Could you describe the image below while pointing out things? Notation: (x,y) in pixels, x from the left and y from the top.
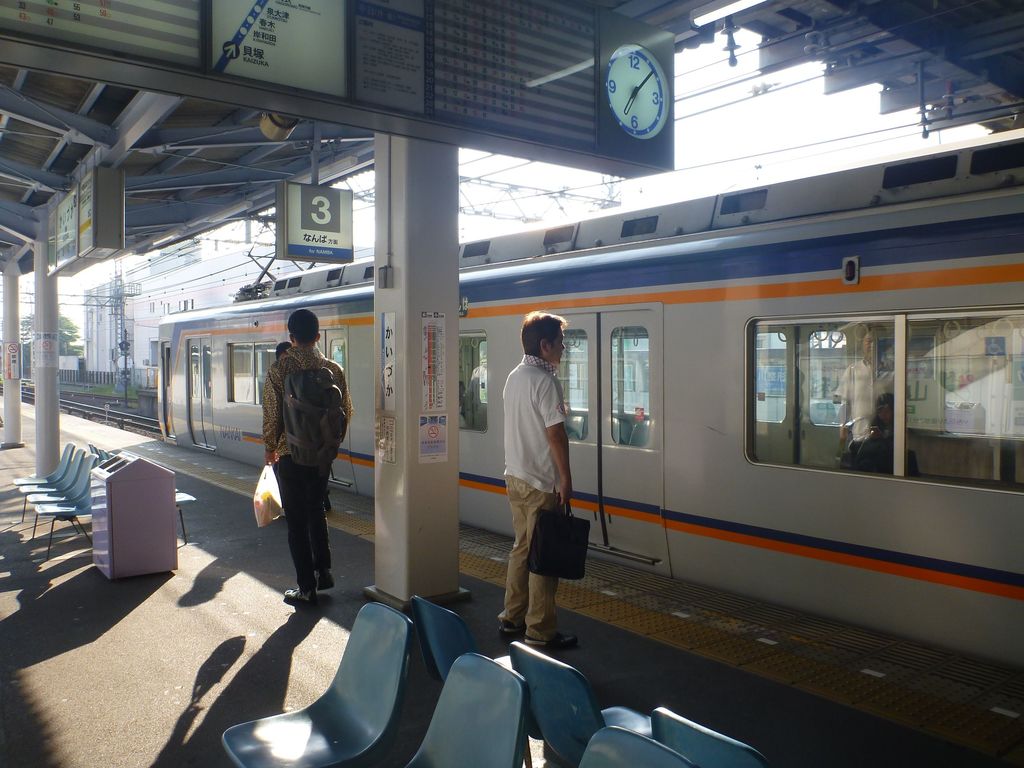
In this image we can see some persons (322,572) standing on platform (244,558), there are some chairs (394,650), dustbin (136,518), on right side of the image (913,461) there is a locomotive (477,460) which is on platform (71,417) and in the background of the image (69,345) there are some trees (59,337), wires (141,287) and top of the image (647,91) there is iron shed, clock (632,82).
